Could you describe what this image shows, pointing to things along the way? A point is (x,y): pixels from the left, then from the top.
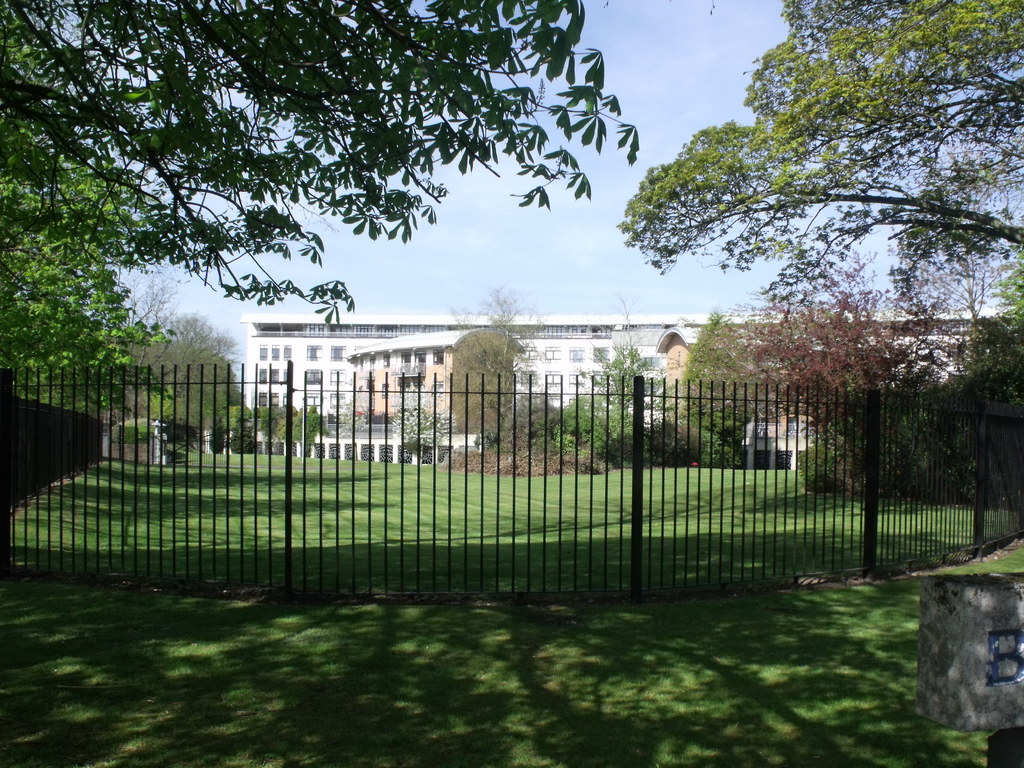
In this image there is a building (634,338) and we can see a fence (270,366). There are trees (1012,388). In the background (634,62) there is sky (622,67). At the bottom (400,656) there is grass (443,674).
